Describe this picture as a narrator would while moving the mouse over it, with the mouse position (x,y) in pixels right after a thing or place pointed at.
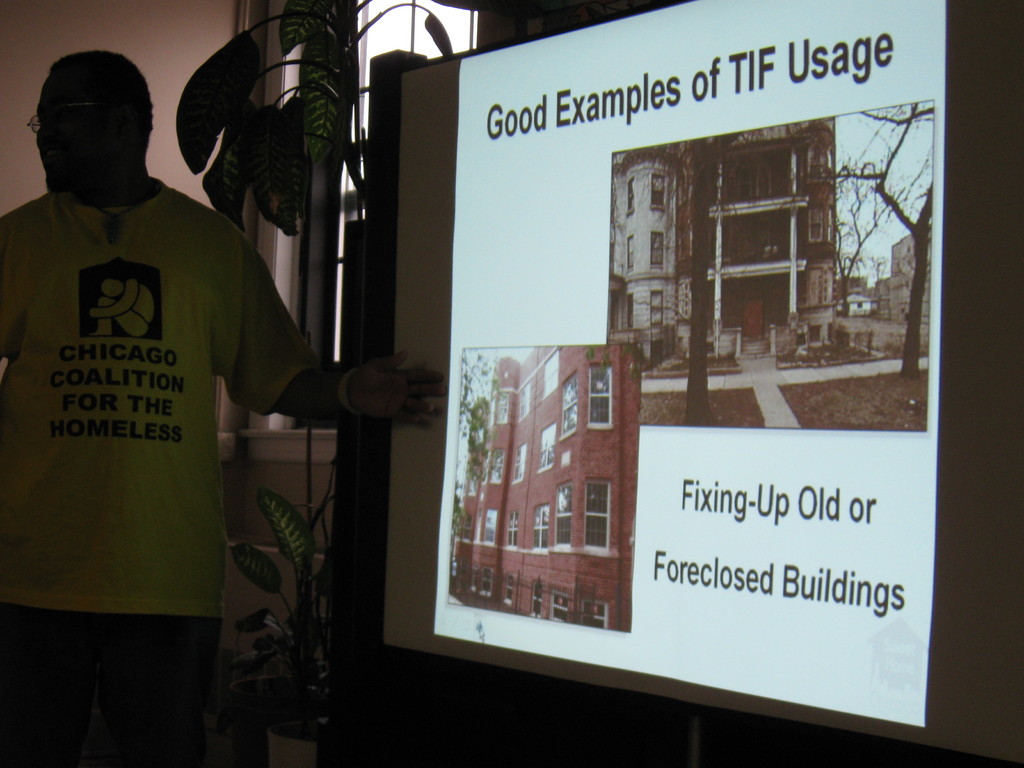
In this image we can see a person (135,508) standing, beside the person (158,463) there is a screen (512,430) attached to the wall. On the screen (760,460) there is a building (626,437) and some text (634,111). In the background (276,170) there is a plant (313,104) and window (401,44) attached to the wall (159,52).
